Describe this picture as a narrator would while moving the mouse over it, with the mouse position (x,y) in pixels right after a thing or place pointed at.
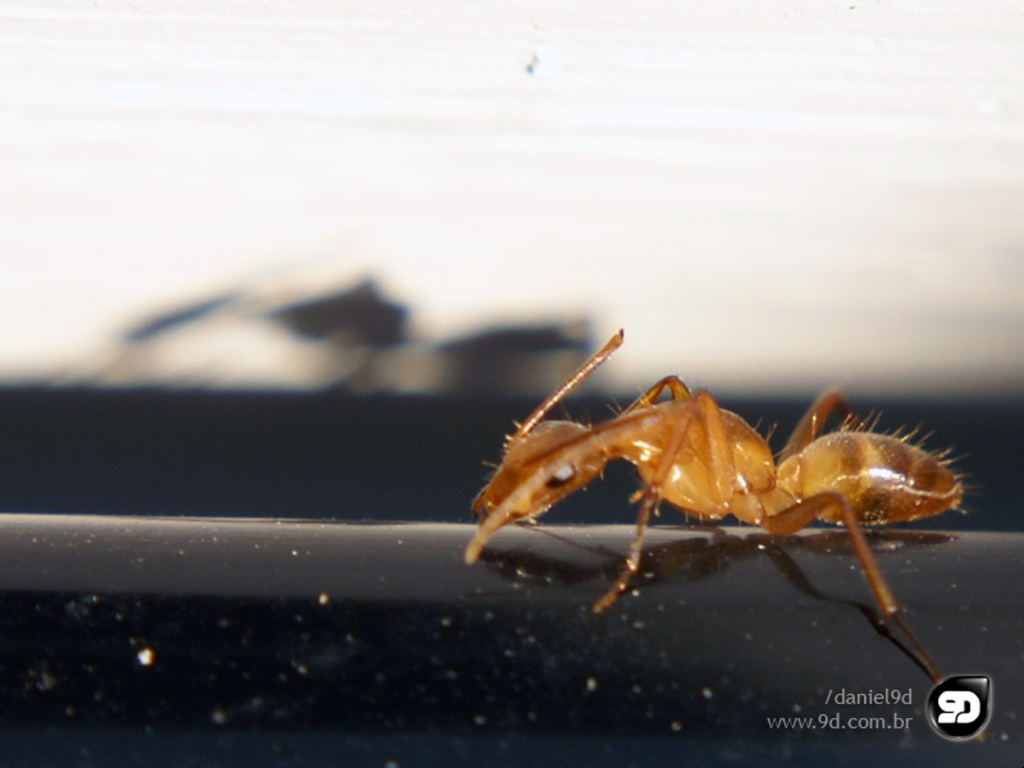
In this picture we can see an insect (745,423) on the right side of the image (703,423), and also we can find watermark (944,716) at the right bottom of the image (887,687).
